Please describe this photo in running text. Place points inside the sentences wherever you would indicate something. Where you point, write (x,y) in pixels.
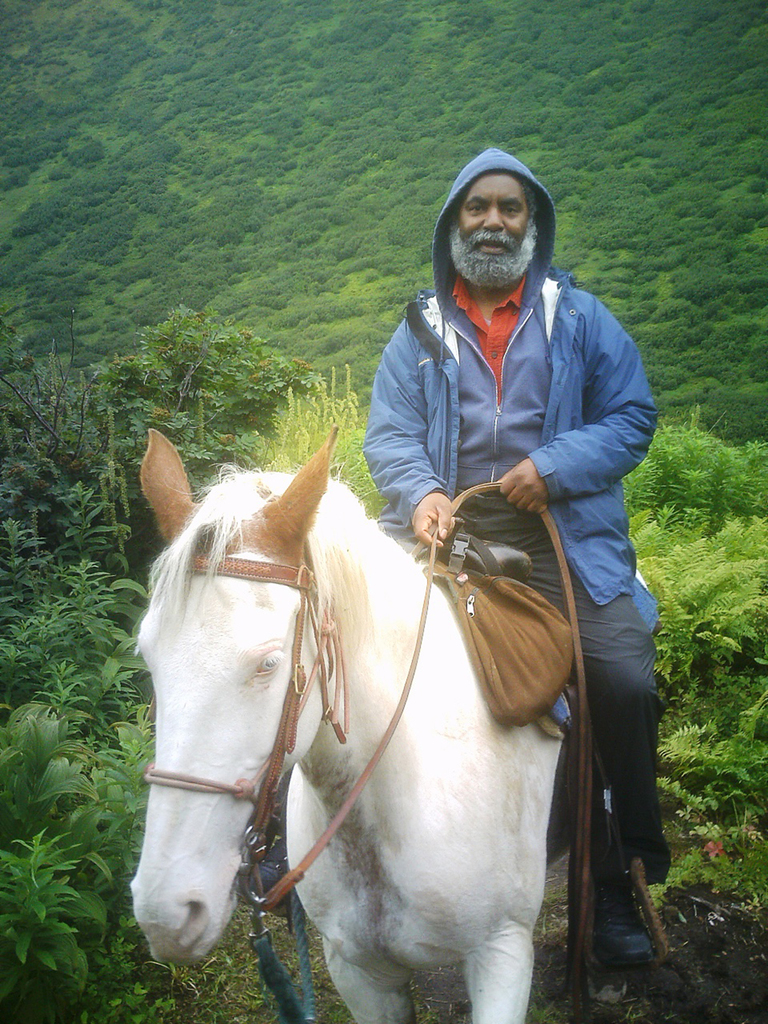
As we can see in the image there are trees (53,349), grass (318,62) and a man (502,495) sitting on white color horse (364,748).
